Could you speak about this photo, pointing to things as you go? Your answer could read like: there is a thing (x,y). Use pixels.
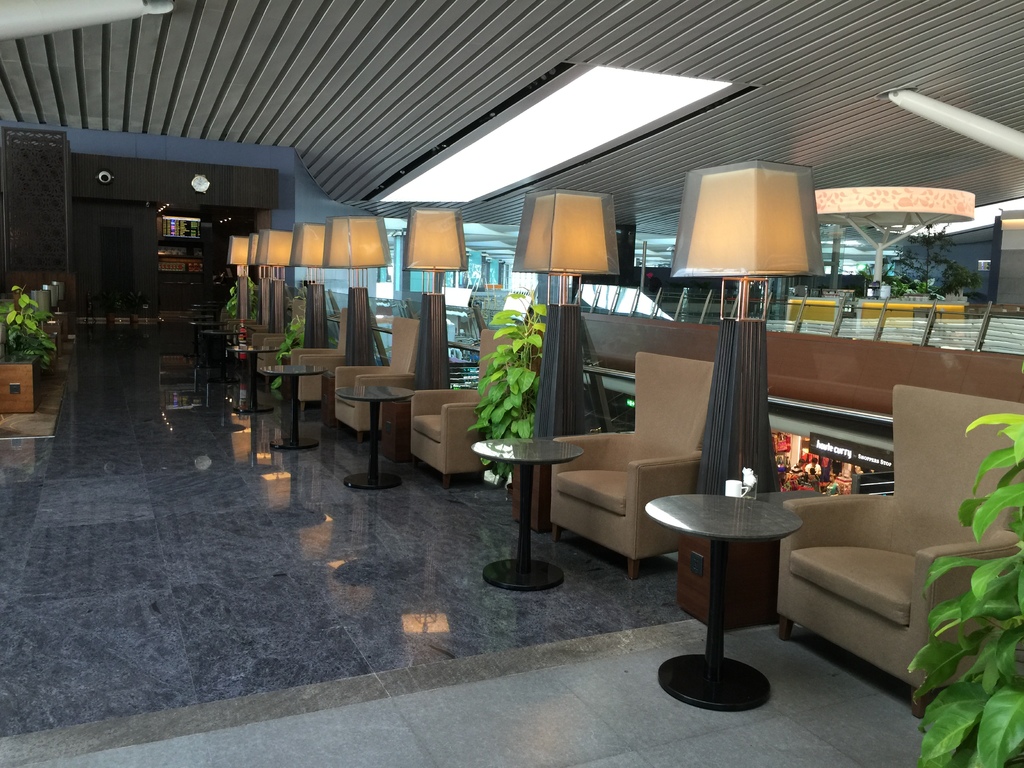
In this image there are chairs (967,529), tables (660,522), plants (503,422), lights (571,351). In the background of the image (850,474) there are shops (840,461). At the bottom of the image (246,691) there is a floor (214,650).
